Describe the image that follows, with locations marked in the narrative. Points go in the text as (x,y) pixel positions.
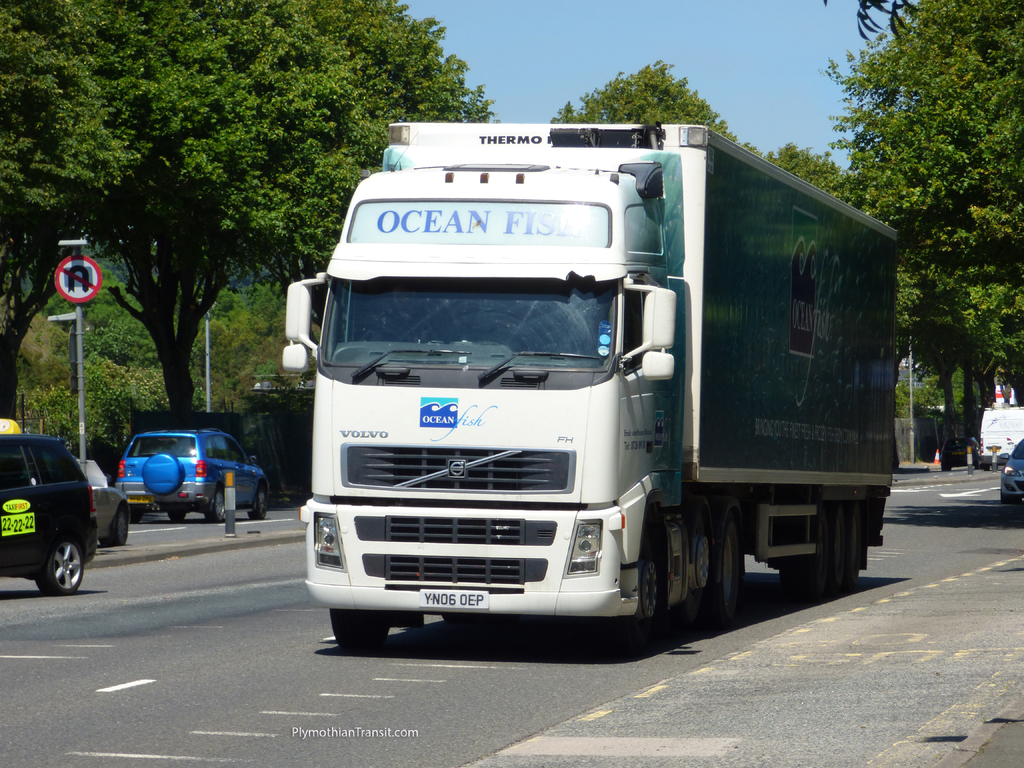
In this picture there is a truck (494,219) in the center of the image (620,410) and there are other vehicles (57,537) on the right (973,465) and left side of the image (68,490) and there are trees (287,87), traffic cones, and poles (972,463) in the background area of the image (203,311), it seems to be a building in the background area of the image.
